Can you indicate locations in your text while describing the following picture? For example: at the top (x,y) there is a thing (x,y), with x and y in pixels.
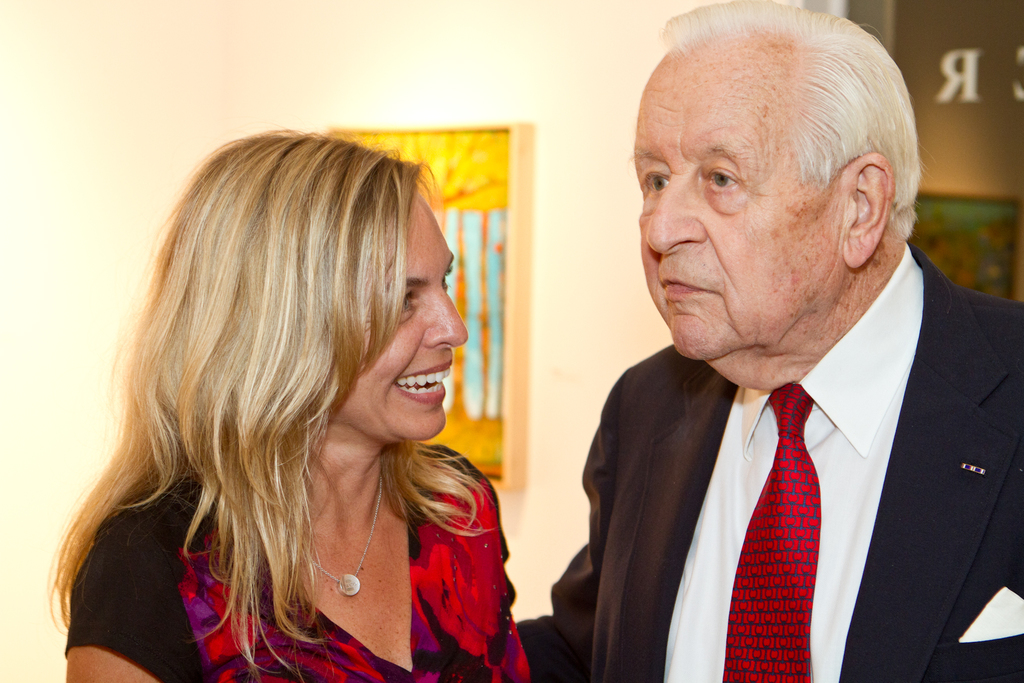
This image consists of two persons (288,579). On the right (685,552), the man (674,540) is wearing a suit (858,626) along with the tie (766,594). In the background (421,24), we can see a frame (427,141) on the wall (497,122). The woman (310,540) is wearing a necklace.
